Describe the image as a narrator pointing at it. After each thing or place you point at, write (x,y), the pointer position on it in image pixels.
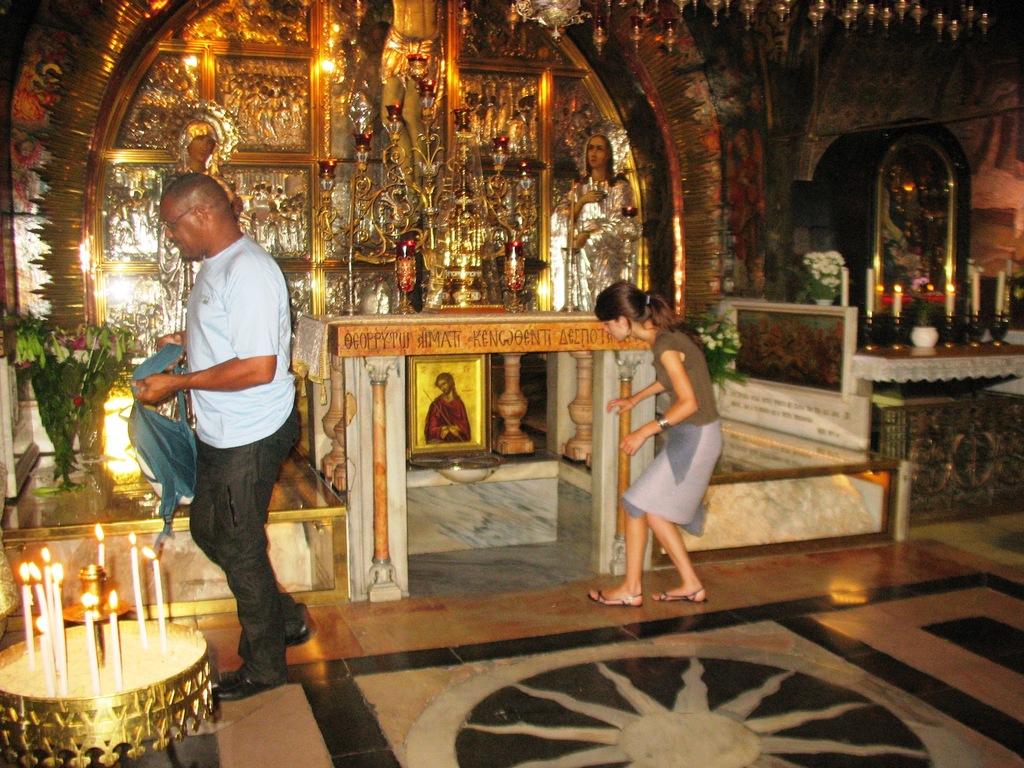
In the center of the image (536,347) we can see photo frame (448,399), altar (541,320), cups (513,269), sculpture (600,252), candles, table (860,349), flower pots (724,356) are there. On the left side of the image (283,419) a man (244,412) is walking and holding a cloth (180,425). In the middle of the image (665,352) a girl (679,487) is there. On the left side of the image (115,615) we can see candles (114,629) are present on the table (191,662). At the bottom of the image (740,704) floor (722,720) is there. At the top of the image (828,50) roof (841,38) is present. On the right side of the image (1001,180) wall (971,244) is there.
